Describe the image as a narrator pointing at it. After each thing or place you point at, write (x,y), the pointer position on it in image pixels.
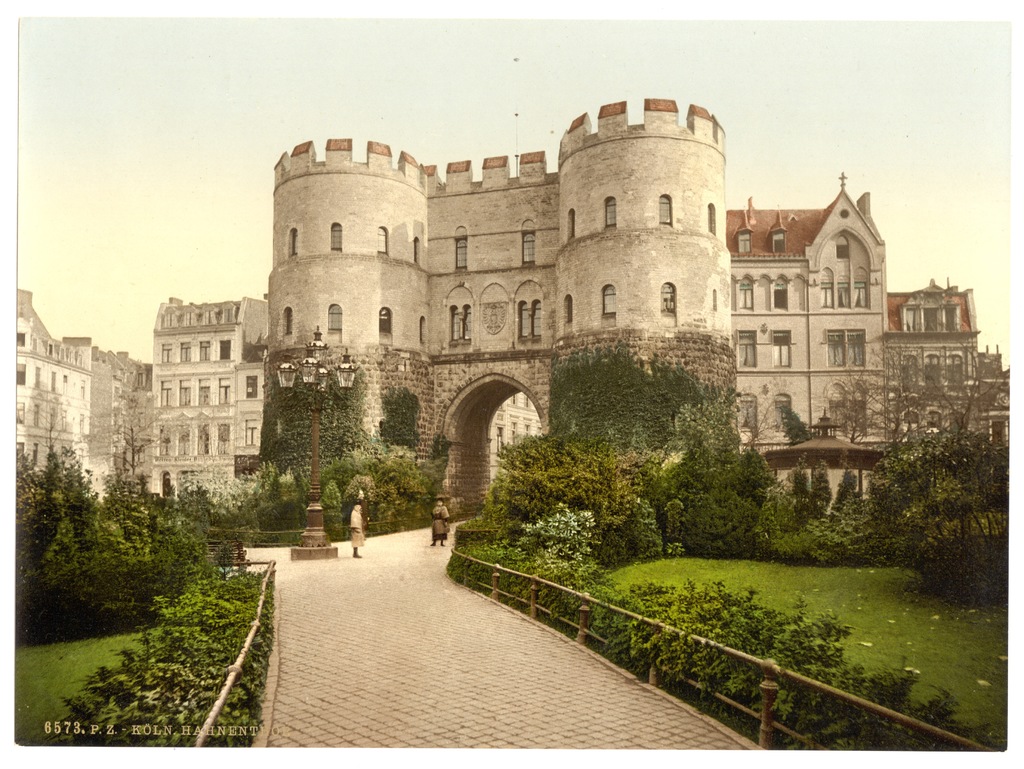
In this picture we can see buildings (707,314). We can see people (438,507) on the pathway (384,543). On either side of them we can see plants (561,488), grass (957,630) and the fence (677,630).
